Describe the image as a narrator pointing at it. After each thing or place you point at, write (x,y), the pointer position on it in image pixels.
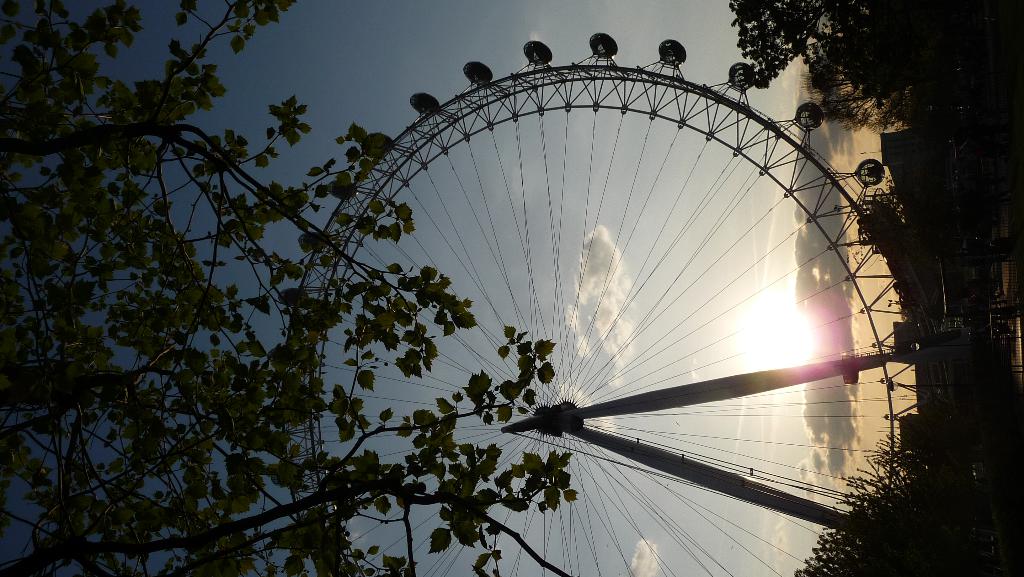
In this image there is the sky (460,216) towards the top of the image (392,129), there are clouds (829,385) in the sky (654,301), there is a giant wheel (561,283) towards the bottom of the image (588,416), there are trees (927,201) towards the right of the image (944,203), there is a tree (134,210) towards the left of the image (145,255).
